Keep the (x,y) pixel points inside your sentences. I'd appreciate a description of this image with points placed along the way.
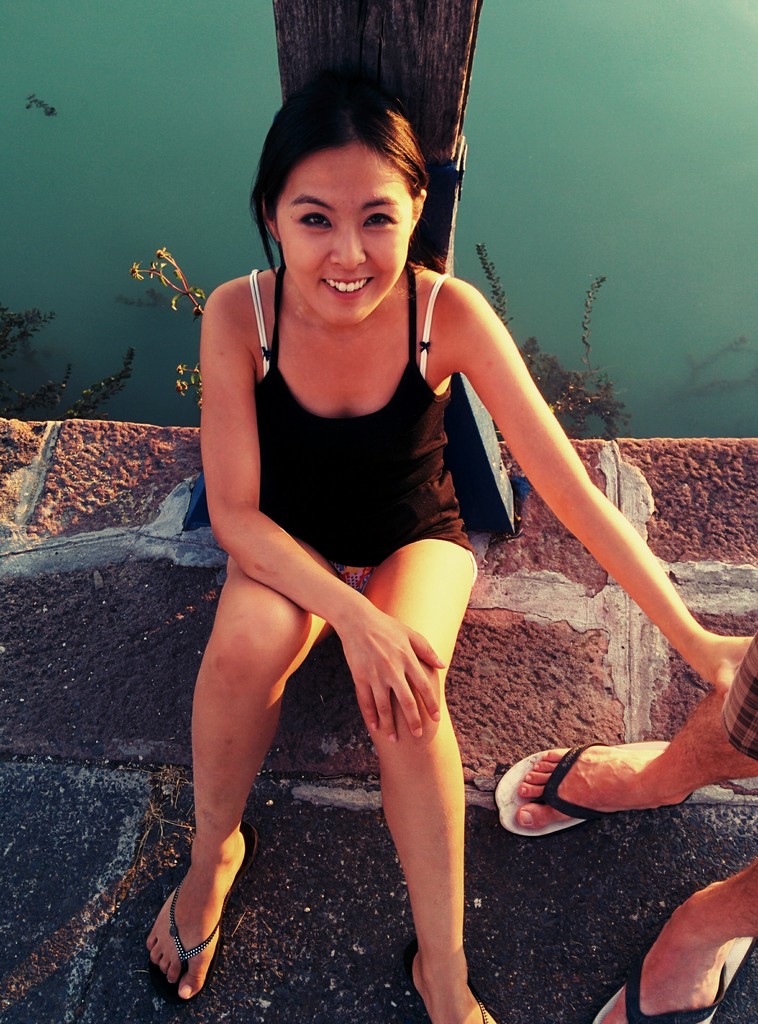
In this image we can see a lady person (282,492) wearing black color dress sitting and we can see a person's legs (704,754) and in the background of the image (64,305) we can see water (78,313) and wooden block (376,22).
